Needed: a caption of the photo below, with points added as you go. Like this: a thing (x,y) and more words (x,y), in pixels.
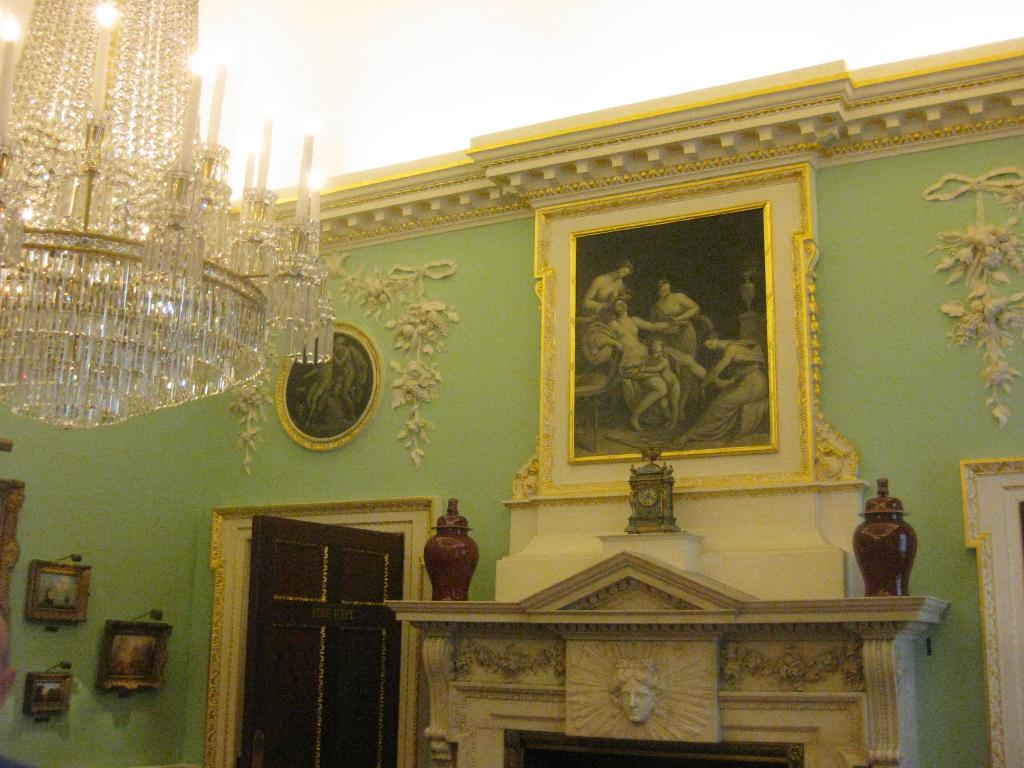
This picture is clicked inside the room (406,195). In front of the picture, we see a fireplace (625,645). Behind that, we see a green wall (499,390) on which photo frames (345,444) are placed. Beside that, we see a brown door (329,593). On the left side (134,499), we see a green color wall (90,606) on which photo frames (117,685) are placed. In the left top (165,8), we see a chandelier (243,331).
